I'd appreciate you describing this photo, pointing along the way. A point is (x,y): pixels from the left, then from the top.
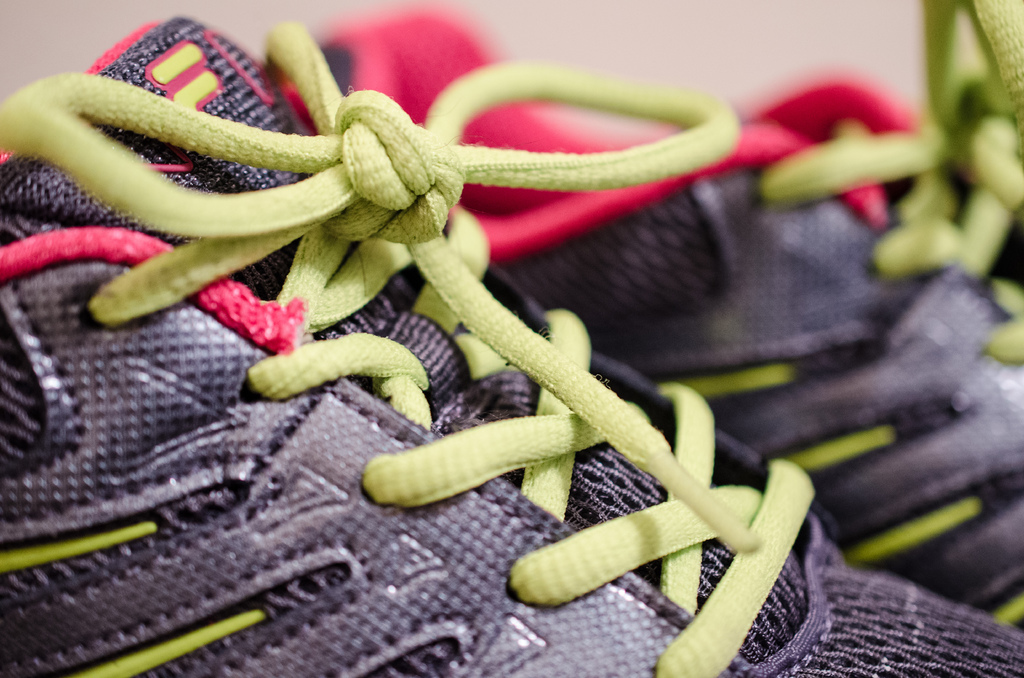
In this picture we can see few shoes (480,546) and shoelaces (427,255).
